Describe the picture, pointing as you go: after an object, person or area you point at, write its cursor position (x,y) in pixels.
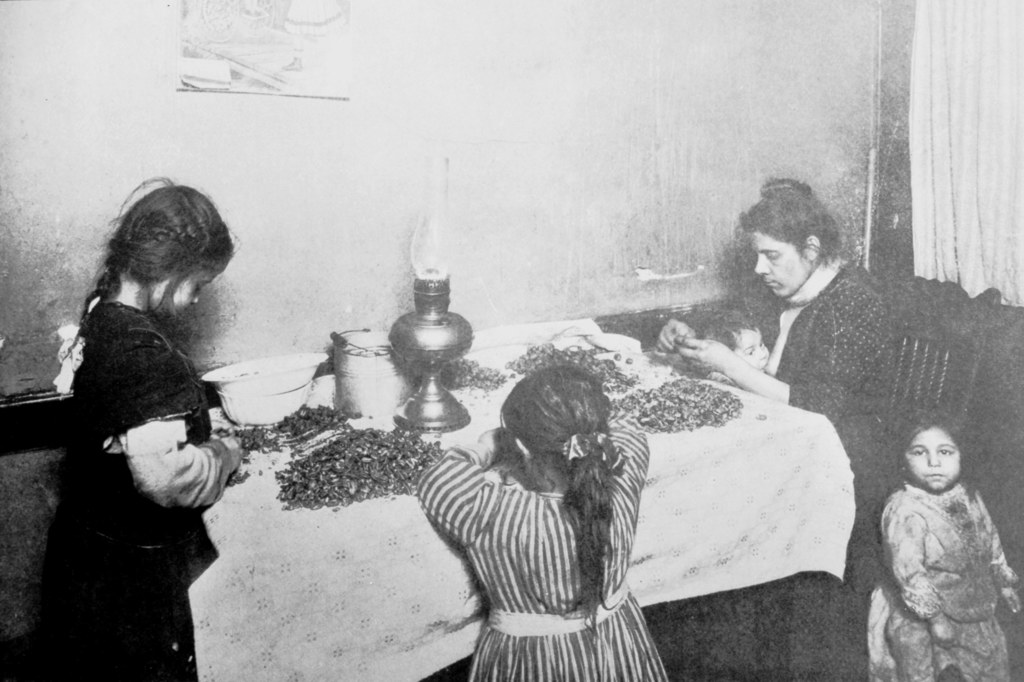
This is black and white image, in this image there is a woman (845,344) sitting on chair (918,339), in front her there is a table (238,561), on that table (680,448) there are some items (298,377), around the table (821,471) there are kids (617,455).
